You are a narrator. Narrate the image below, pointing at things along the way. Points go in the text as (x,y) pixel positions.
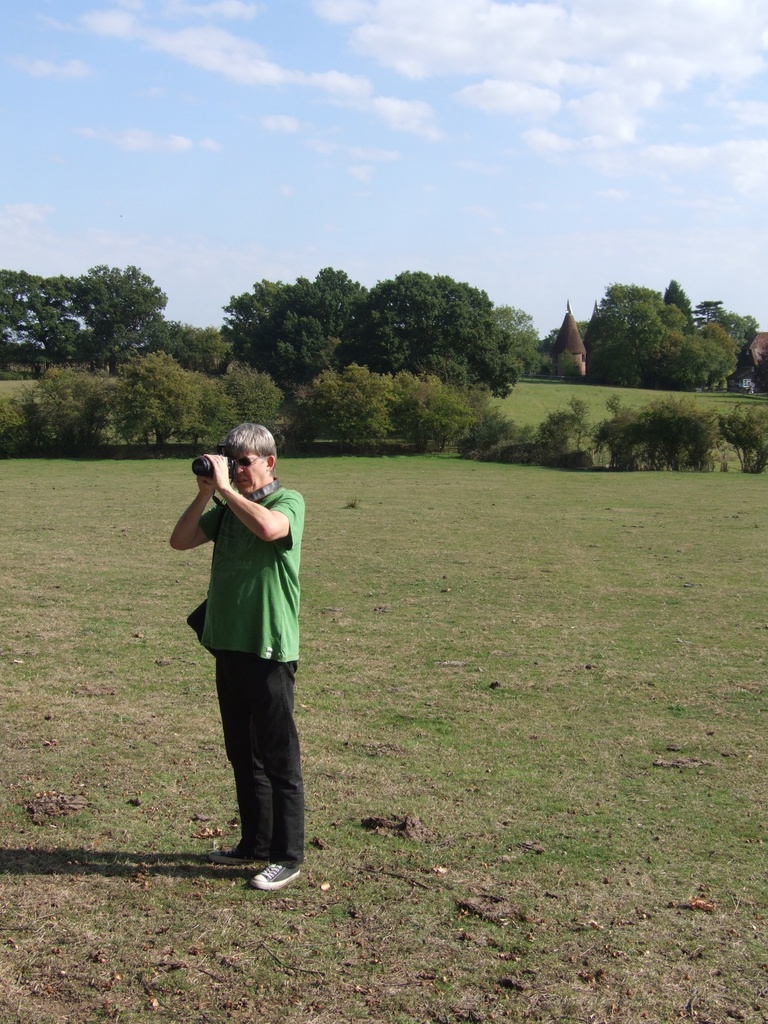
In this picture I can see a man (247,563) is standing and holding a camera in the hand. In the background (186,370) I can see trees (173,372), grass (229,813) and sky (274,113).
